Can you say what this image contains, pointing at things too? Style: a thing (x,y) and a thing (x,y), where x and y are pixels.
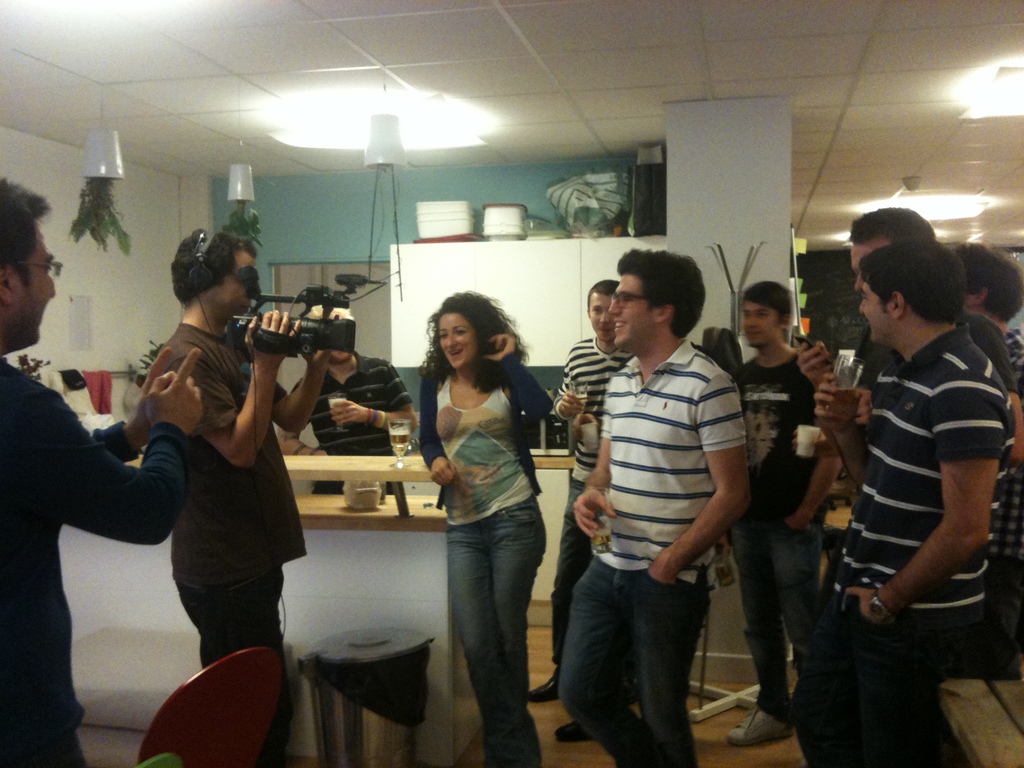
In this image there are a group of people (353,427) one person (243,379) is holding a camera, and rest of them (905,451) are holding glasses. At the bottom (244,660) there is floor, and we could see chair (228,655), stool (161,655), table (344,459), glasses (394,426), flower pot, plants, cupboard (560,245), door (279,282), wall (96,353), poster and objects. At the top (918,138) there is ceiling (540,155) and lights (335,143).
